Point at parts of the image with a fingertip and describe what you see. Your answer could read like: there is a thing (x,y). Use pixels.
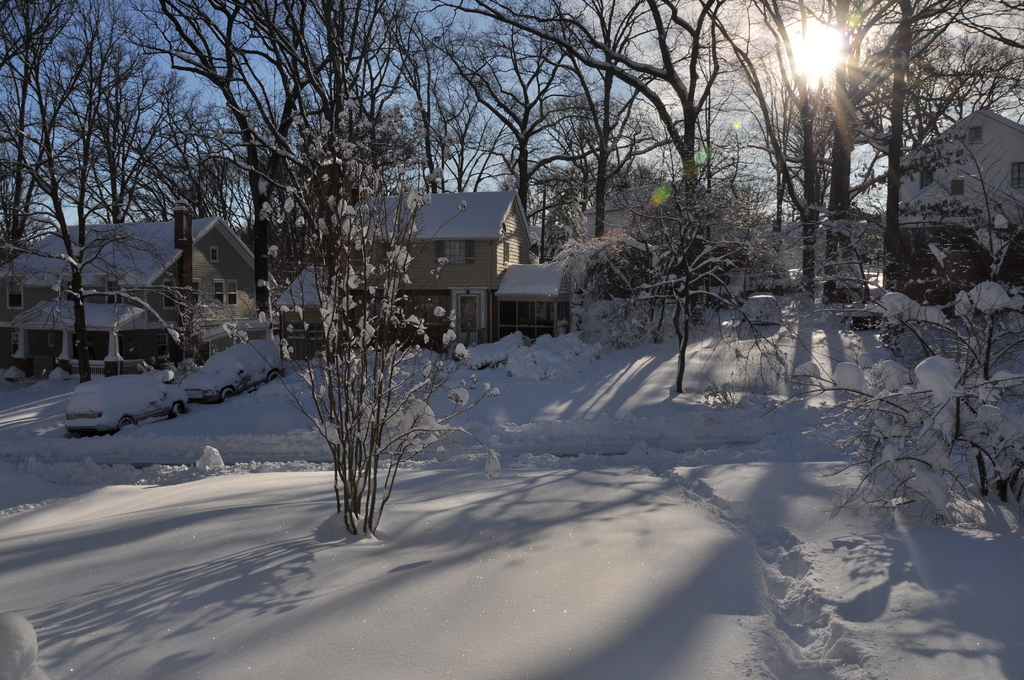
In this image there are houses (355,271), cars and trees (337,253). At the bottom (252,542) there is snow (703,486). In the background (528,46) there is sky (770,53) and we can see the sun (818,58).
